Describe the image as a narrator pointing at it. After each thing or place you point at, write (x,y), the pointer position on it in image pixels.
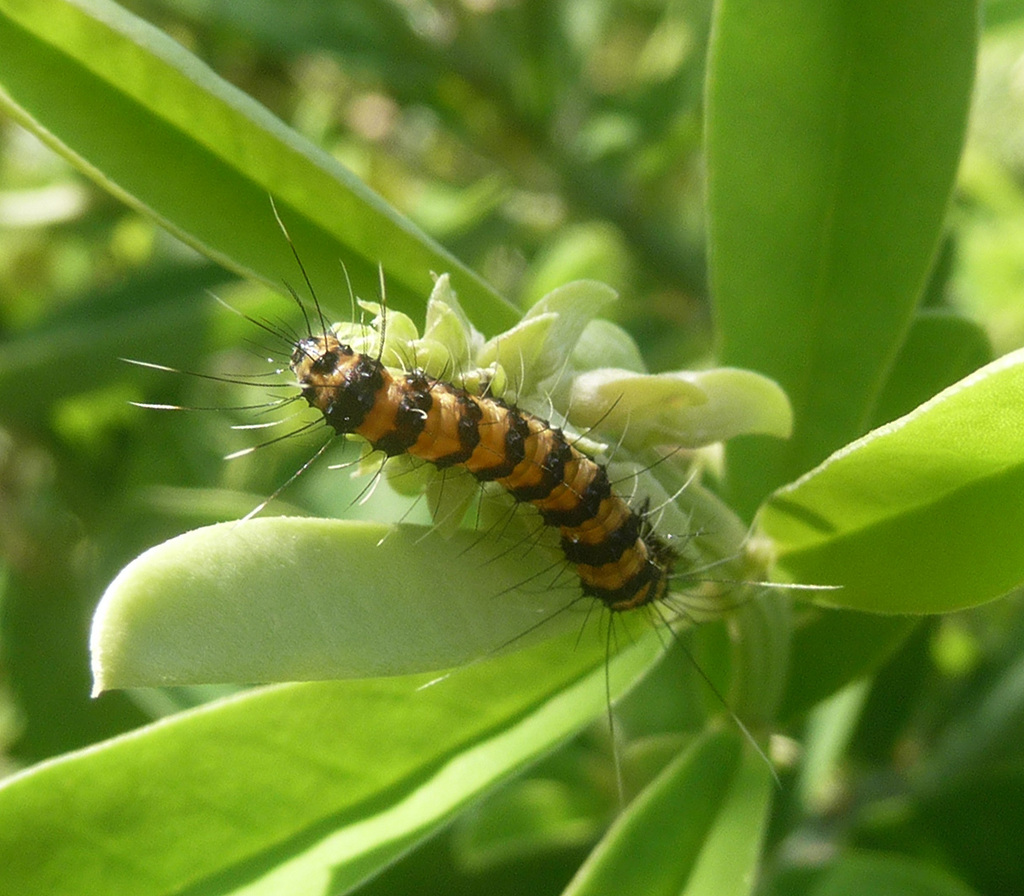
In this image there is an insect (531,486) in the center (547,457) which is on the plant (109,669) and the background (130,265) is blurry.
